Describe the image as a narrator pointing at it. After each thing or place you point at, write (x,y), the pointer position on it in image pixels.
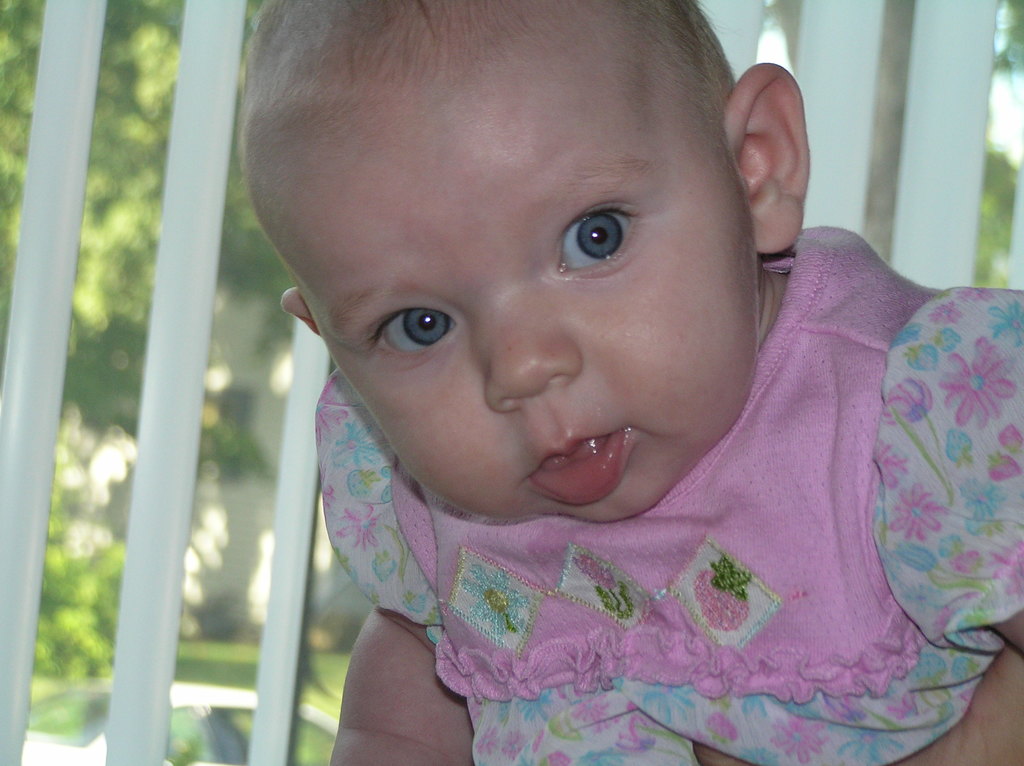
In front of the image there is a baby (505,384), behind the baby (290,274) there is a wooden fence (293,617), behind the fence (192,243) there is a car (214,714), behind the car (214,714) there are trees (105,388) and there is a wall (266,460).
